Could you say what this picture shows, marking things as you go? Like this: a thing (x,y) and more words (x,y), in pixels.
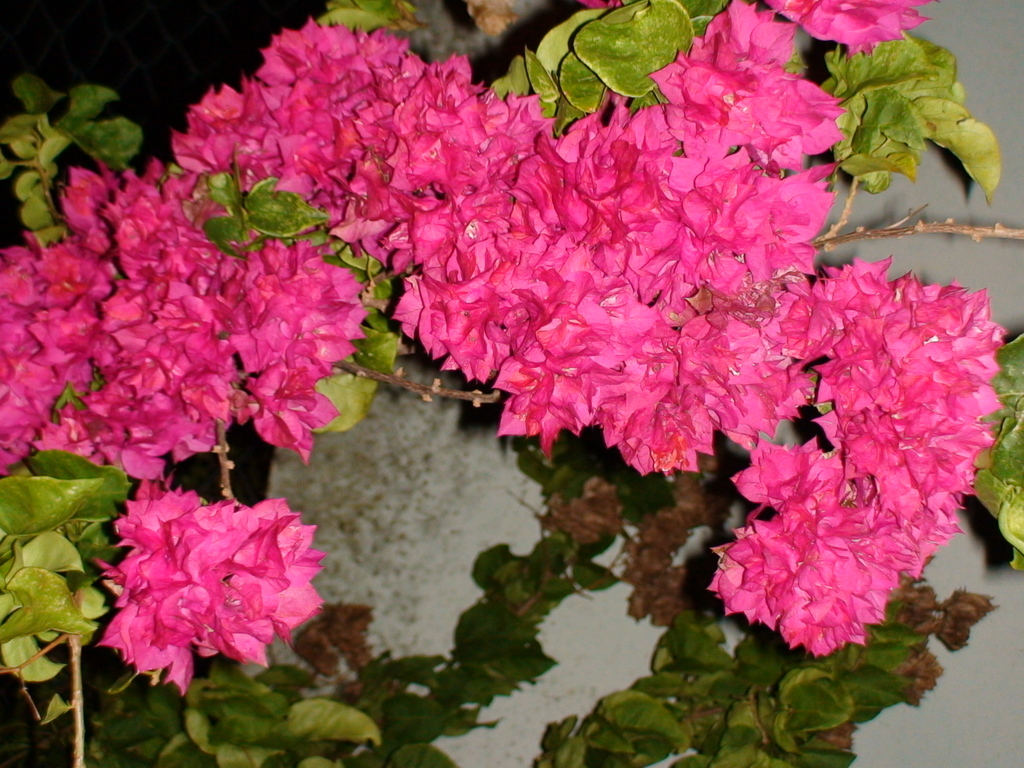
This image is taken outdoors. In this image there is a plant (94,596) with beautiful flowers (401,186). Those flowers (694,368) are pink in color.
